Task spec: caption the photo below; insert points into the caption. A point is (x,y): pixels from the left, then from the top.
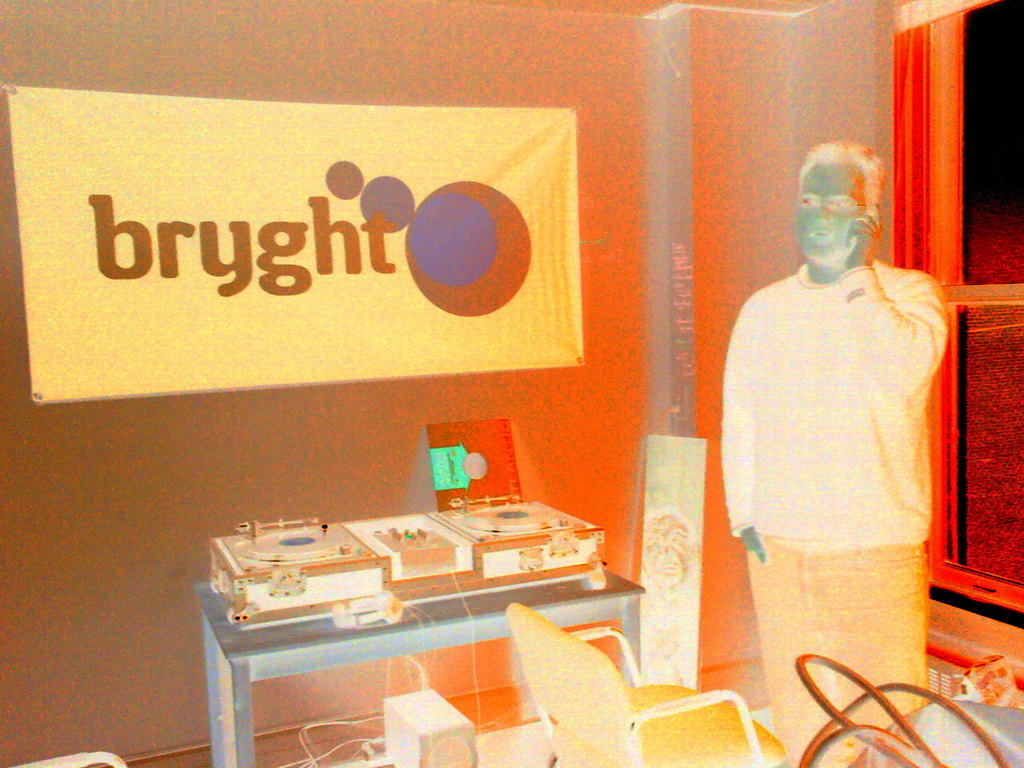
It is an edited image. In this image there is a person (813,549), banner (313,251), table (595,595), chair (673,703), window (996,94) and objects (566,560).
